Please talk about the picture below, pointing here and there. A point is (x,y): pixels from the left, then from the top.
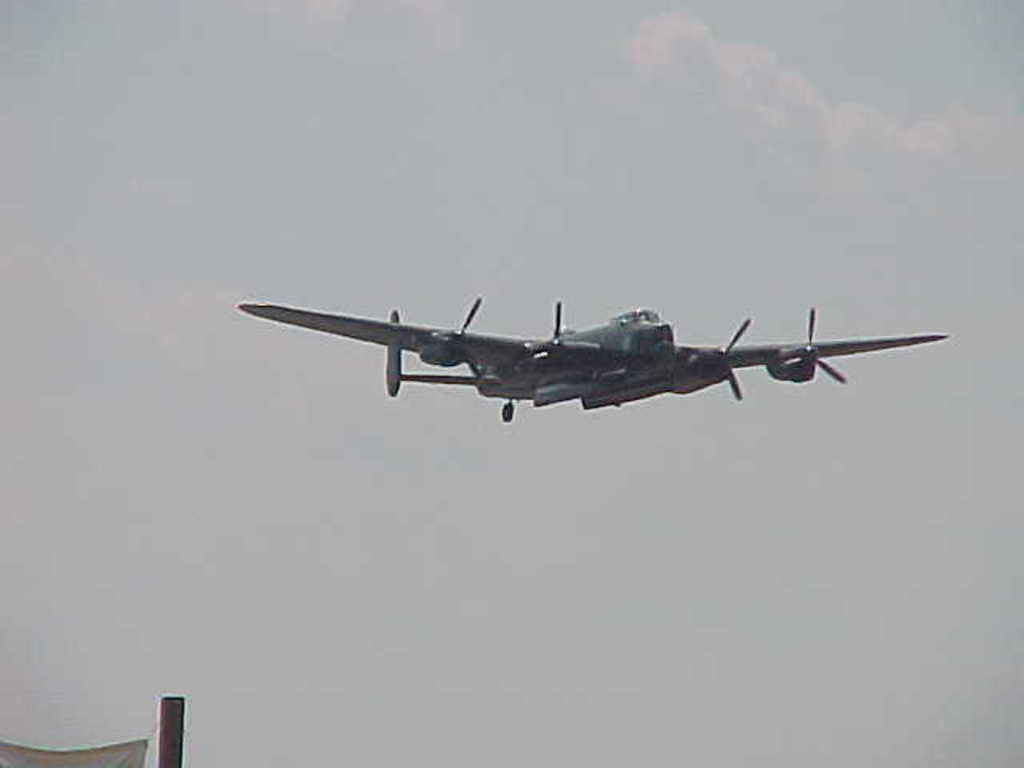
In this image I can see an aircraft (596,356) flying in the air (587,472). The sky (401,209) is in white color.
